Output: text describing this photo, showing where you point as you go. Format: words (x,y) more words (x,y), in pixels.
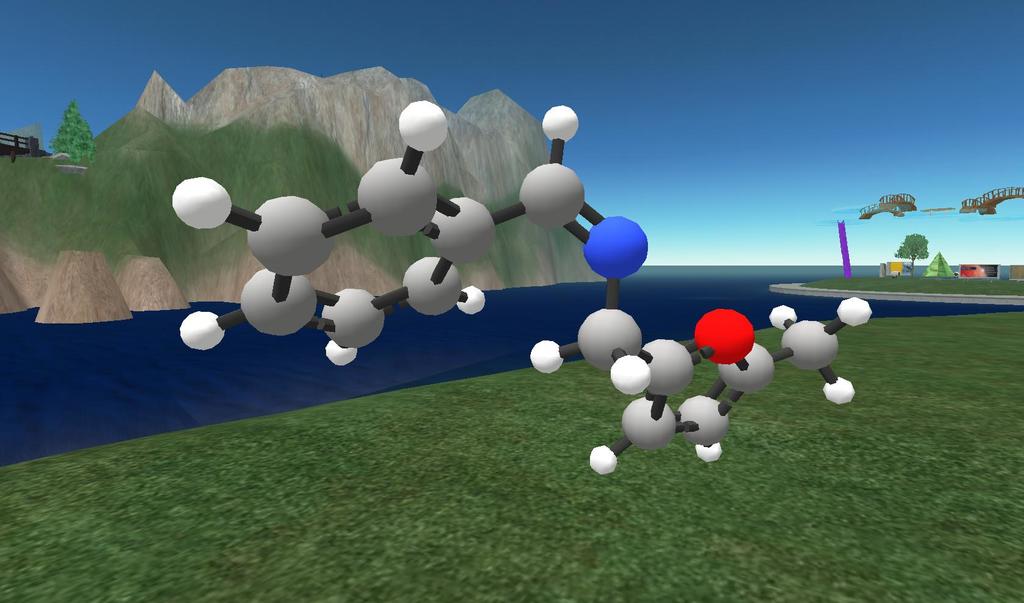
This image looks like animated. At the bottom (334,473), there is green grass (966,558). In the middle (579,321), there is water (98,378). On the left (85,177), we can see the mountains (234,159). On the right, there is a tent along with a bridge (981,210). At the top (582,25), there is sky (613,54). In the front (840,384), there are objects (425,278) which look like balls (395,214).
